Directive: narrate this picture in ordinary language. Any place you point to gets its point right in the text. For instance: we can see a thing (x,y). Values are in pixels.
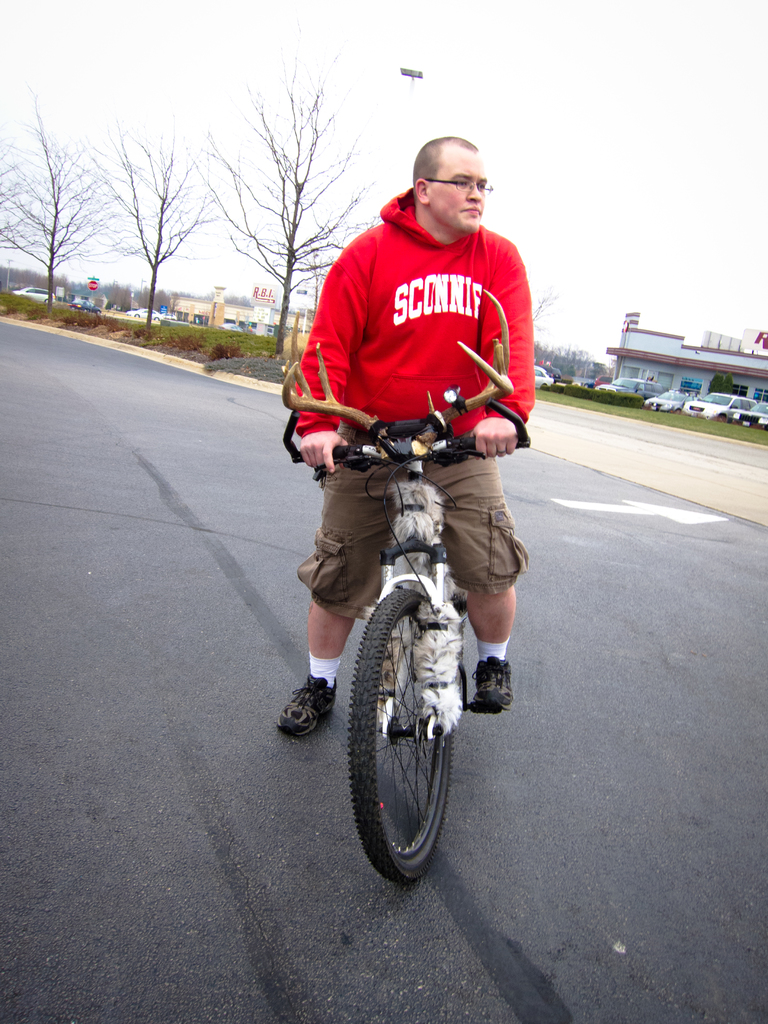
In this image I can a man (398,383) riding the bicycle (406,710) on the road (599,777). In the background (660,364) I can see a building (652,375), cars (734,398) and the trees (264,216).
